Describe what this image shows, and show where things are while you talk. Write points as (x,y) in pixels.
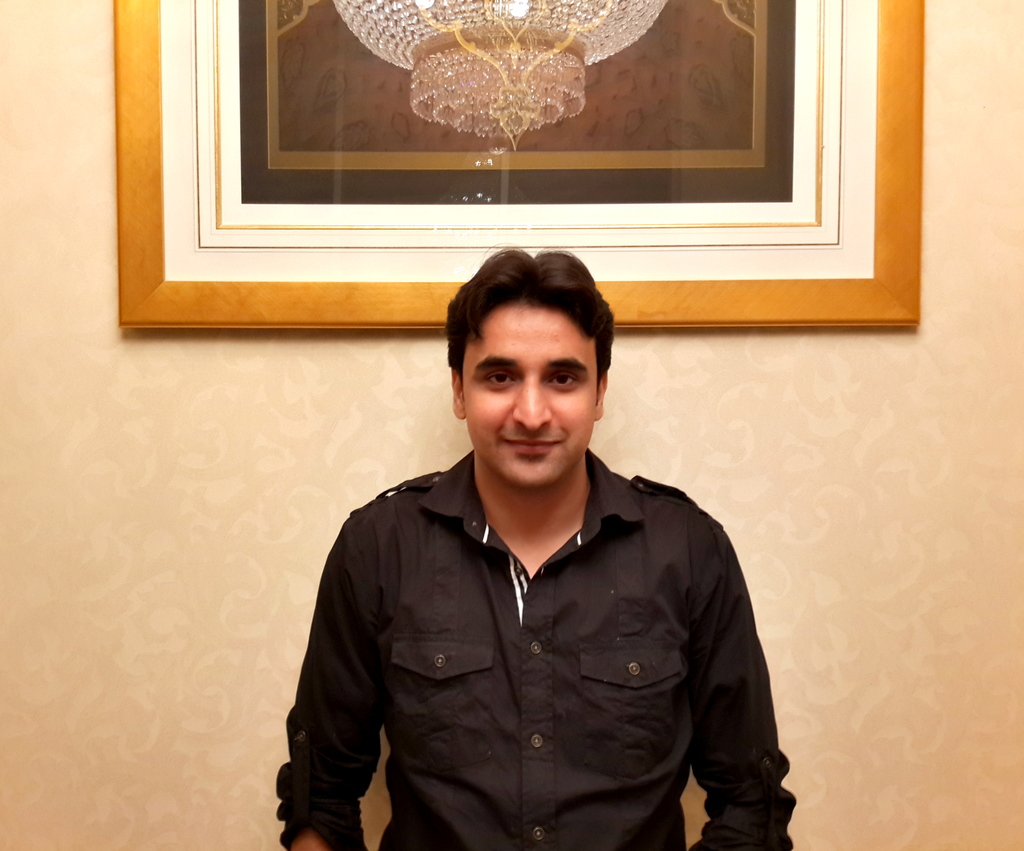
In this image we can see a man (565,442) and a wall hanging (817,218) attached to the wall (652,436) in the background (491,143).
